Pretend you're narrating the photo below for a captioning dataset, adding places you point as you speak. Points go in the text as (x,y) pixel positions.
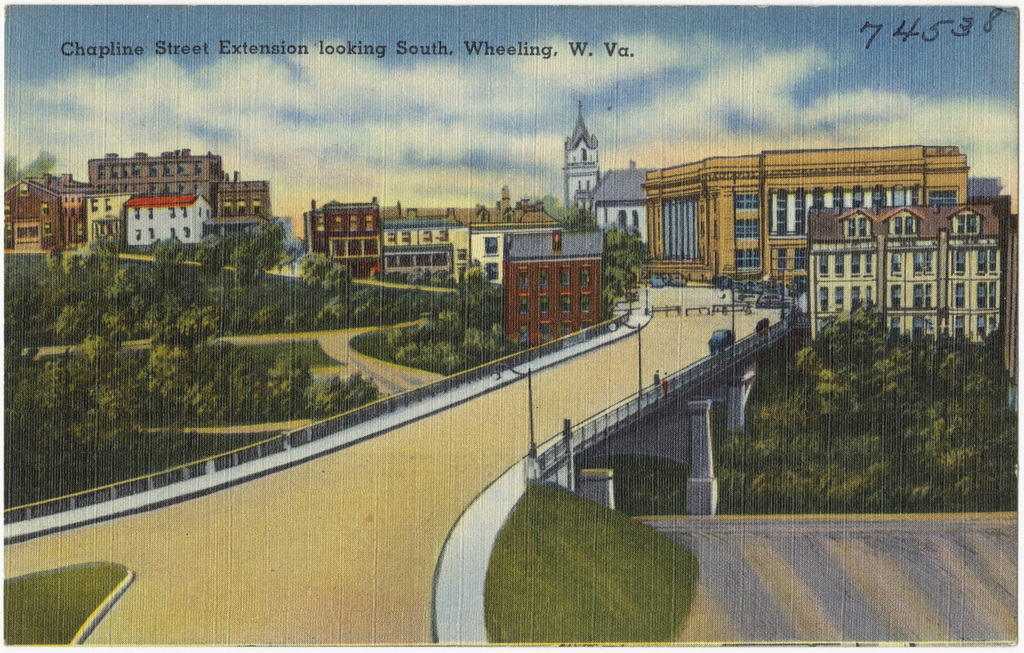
In this image we can see the picture of the buildings (759,219), some people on the pathway (474,469), a group of trees (851,471), grass (659,586), poles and the sky (626,118) which looks cloudy. On the top of the image (955,36) we can see some text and written numbers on it.
